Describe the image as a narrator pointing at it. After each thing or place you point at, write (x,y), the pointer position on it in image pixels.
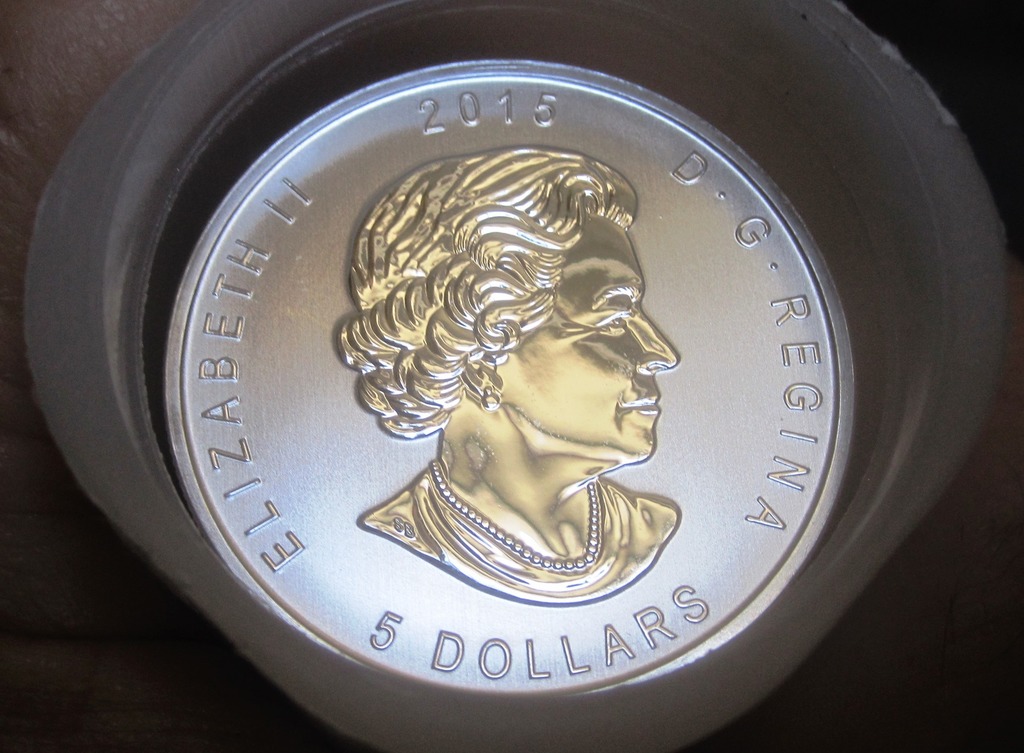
In this image I can see a coin (521,424), object (64,379) may be on the floor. This image is taken may be during night.
